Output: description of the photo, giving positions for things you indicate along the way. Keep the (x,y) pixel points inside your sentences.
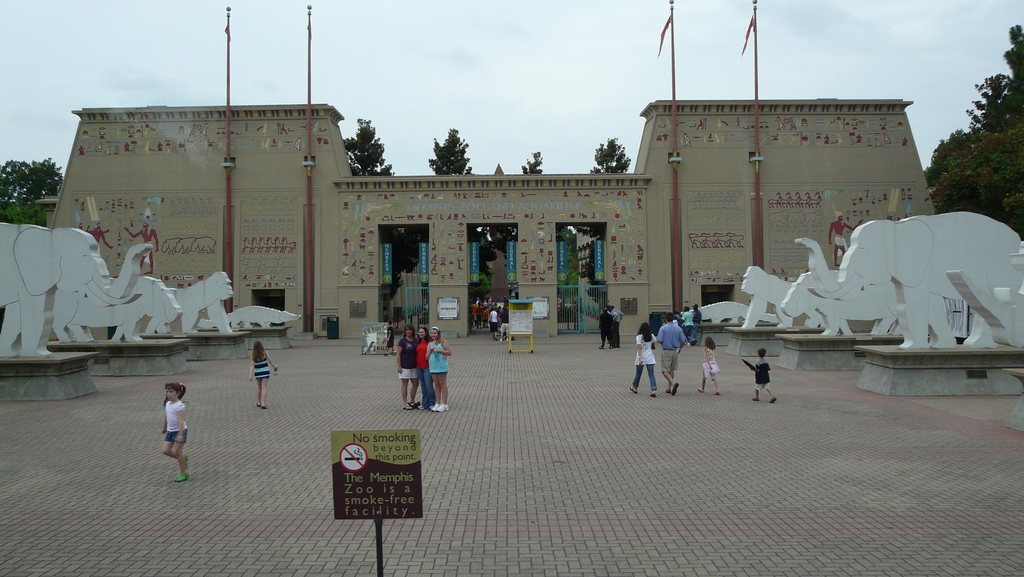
On the left side of the image (16,346) we can see an elephant statue (75,282) and some other animal statues (145,290) and trees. In the middle of the image (671,338) we can see some people (409,360) are standing and some of them are walking, a no smoking board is there and entrance (623,265) of the arch (290,179) is there. On the right side of the image (834,285) we can see some statues (836,286) of animals (915,281) and flags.
